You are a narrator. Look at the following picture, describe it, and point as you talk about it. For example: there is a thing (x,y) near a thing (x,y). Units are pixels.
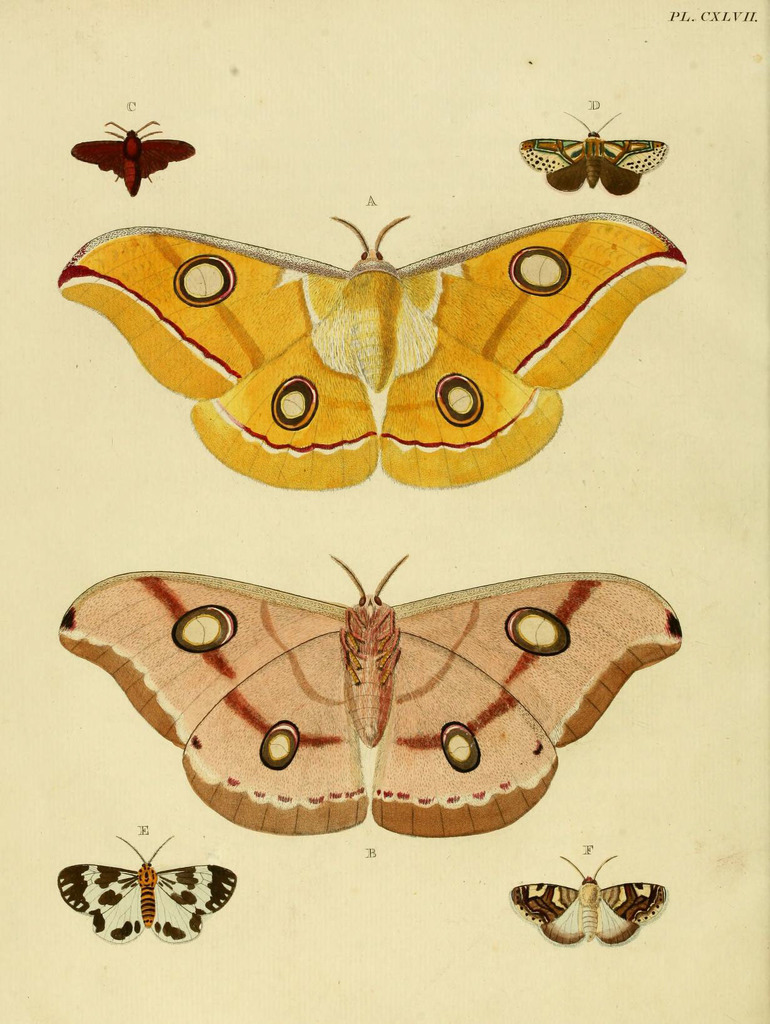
In the picture we can see some butterfly images (61,873) on the paper (82,456) with different designs (242,748).
